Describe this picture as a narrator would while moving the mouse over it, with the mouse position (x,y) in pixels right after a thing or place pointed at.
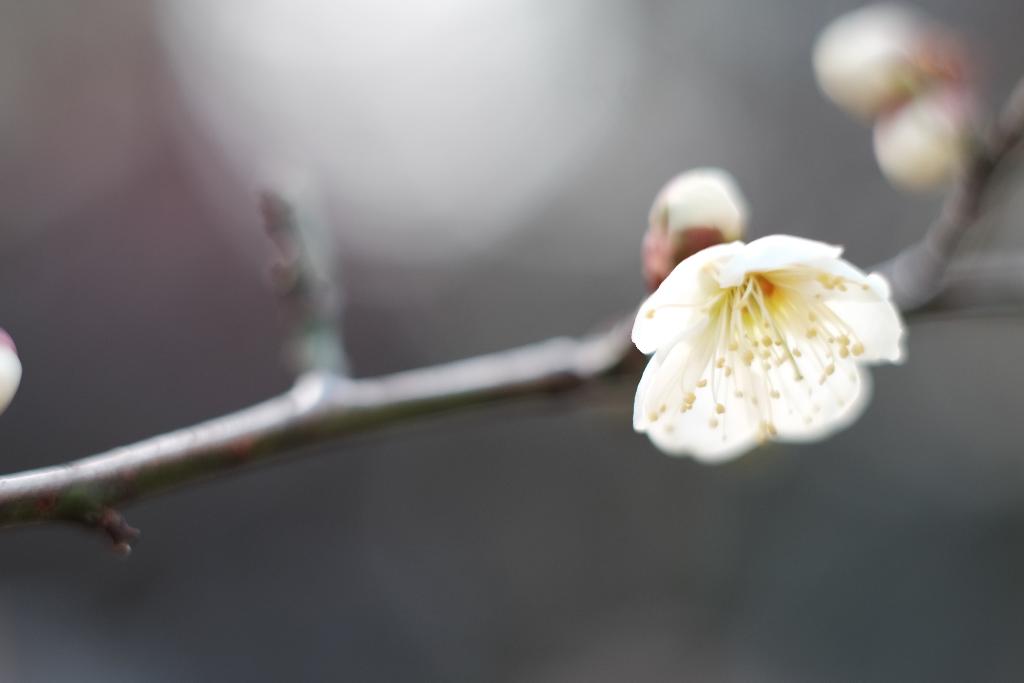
In this image we can see flowers (754,367) and stem (557,383).
